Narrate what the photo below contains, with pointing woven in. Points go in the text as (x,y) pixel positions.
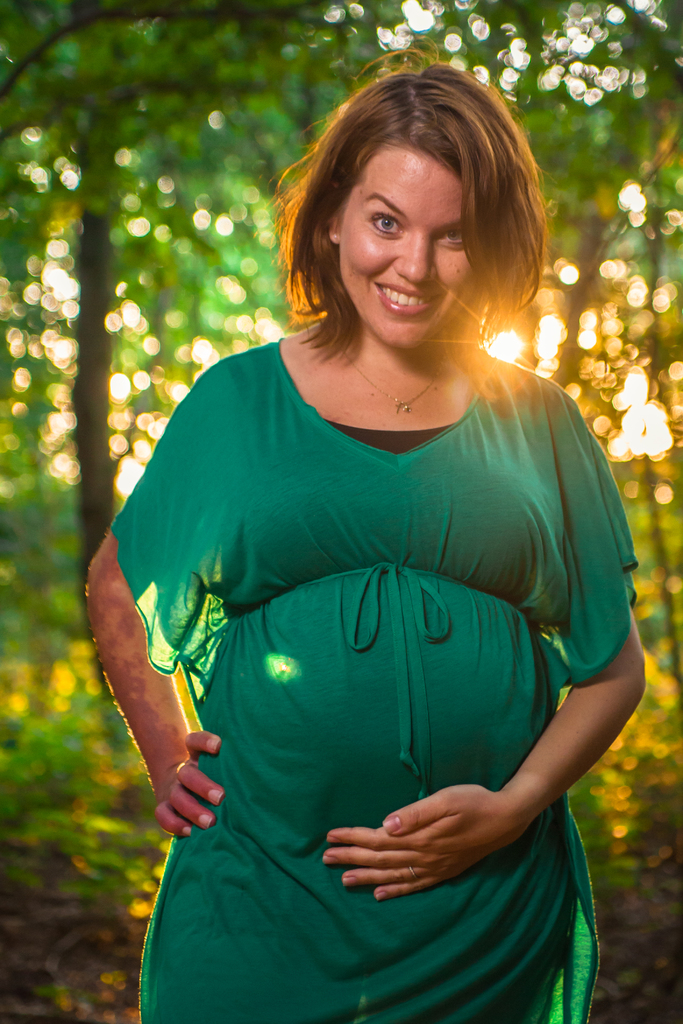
In this image we can see a woman (256,419) smiling and posing for a photo and we can see some trees (77,173) and the sunlight (77,173) in the background (291,86).
